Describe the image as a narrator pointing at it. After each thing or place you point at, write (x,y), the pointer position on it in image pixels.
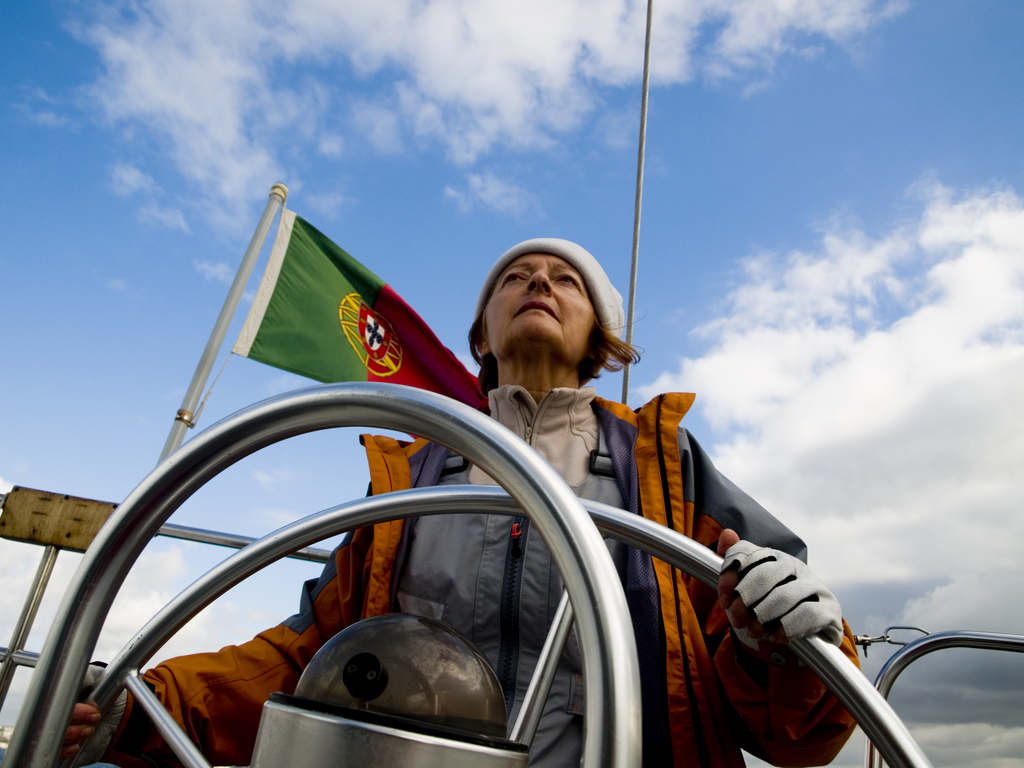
In this picture I can see a woman (600,450) holding a wheel (593,667) and a flag (303,331) on the left side (316,352) and I can see a blue cloudy sky (742,255).
